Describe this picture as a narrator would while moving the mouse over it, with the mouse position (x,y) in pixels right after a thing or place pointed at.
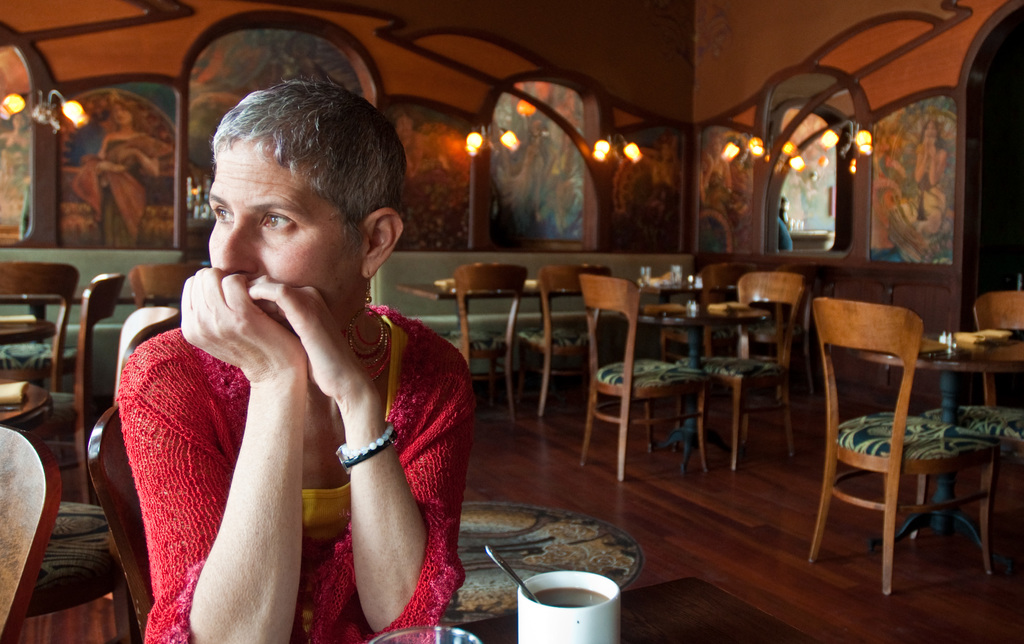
This person (234,264) sitting on the chair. We can see cup (529,611), glass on the table (668,600) and there are chairs (595,297). On the background (475,63) we can see wall (390,62), lights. This is floor (606,468).
